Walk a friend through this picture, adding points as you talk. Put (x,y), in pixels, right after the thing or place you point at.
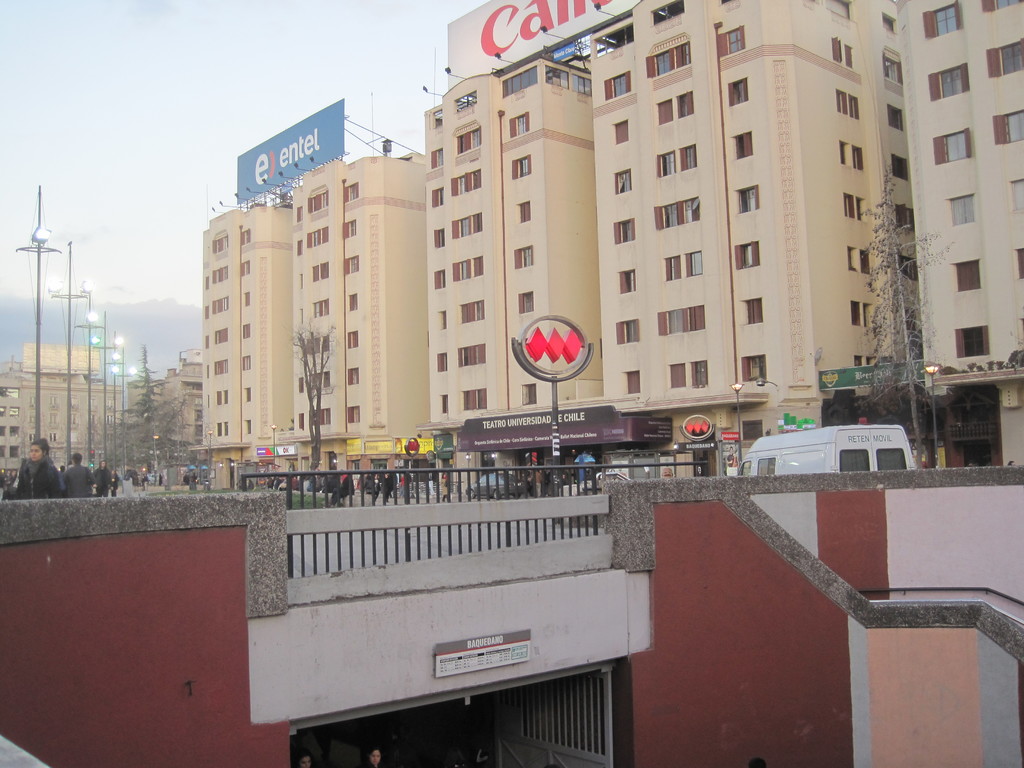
As we can see in the image there is bridge (428,519), fence (483,474), dry trees (148,432), sign pole (553,453), few people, street lamps (105,345), banners (535,417), buildings (622,245) and at the top (183,42) there is sky (183,42).
